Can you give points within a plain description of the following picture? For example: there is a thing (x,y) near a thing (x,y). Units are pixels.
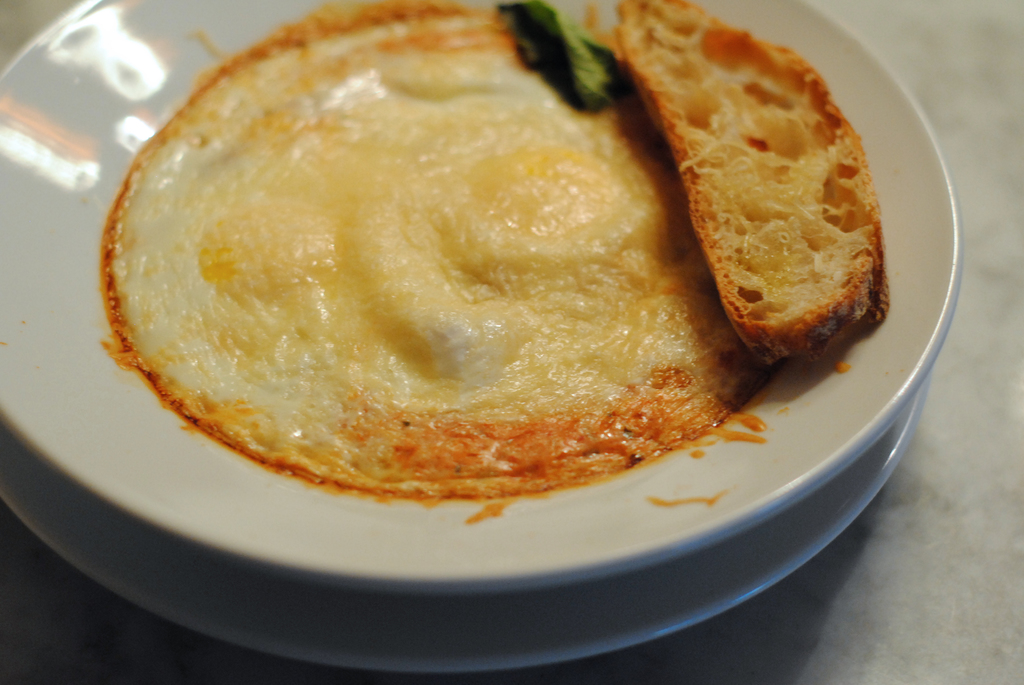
In this image there are two plates (482,598) which are kept one upon the other. Plate (309,555) is having some food (661,310) and bread (796,329) on it. Plates (498,636) are kept on the surface (894,573).
